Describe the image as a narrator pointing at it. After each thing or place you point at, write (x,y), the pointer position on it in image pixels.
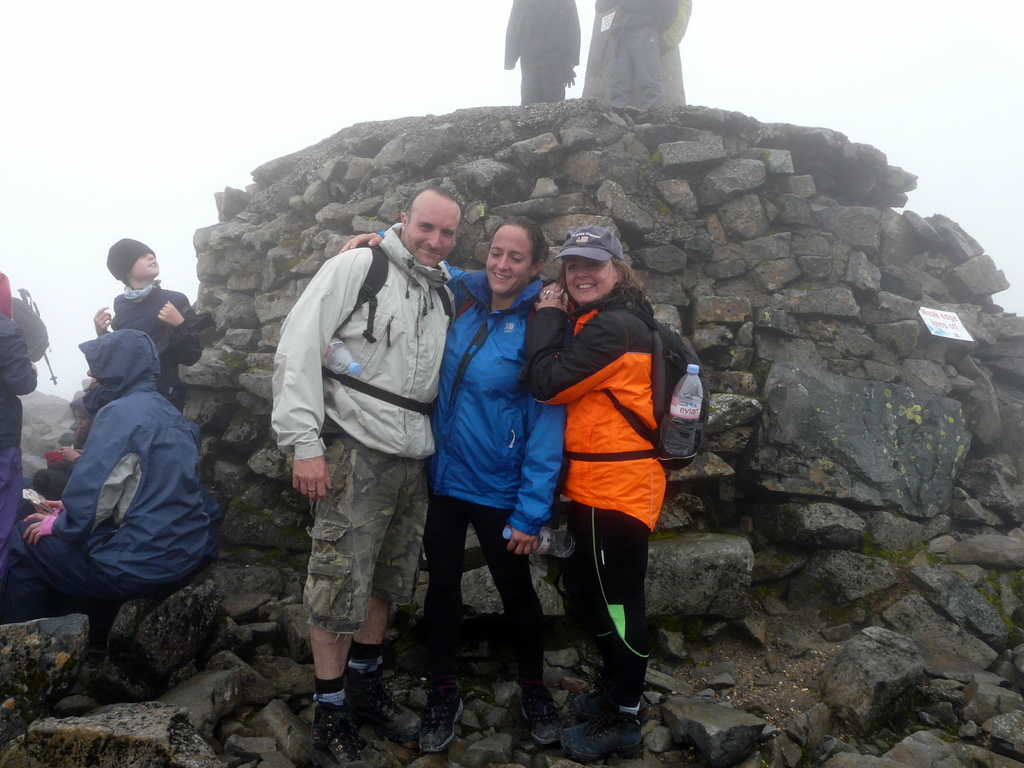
In this image there are three persons (510,382) in the middle (463,431) who are standing on the stones (470,683). There is a man (388,343) on the left side (306,466) who is wearing the white jacket (391,324) and there is a woman (615,358) on the right side (704,387) who is wearing the jacket (627,367) and a bag (661,386). On the left side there are few people (132,437) sitting on the stones (115,618). In the background (485,176) there are stones (534,163) on which there are two persons (522,60).
